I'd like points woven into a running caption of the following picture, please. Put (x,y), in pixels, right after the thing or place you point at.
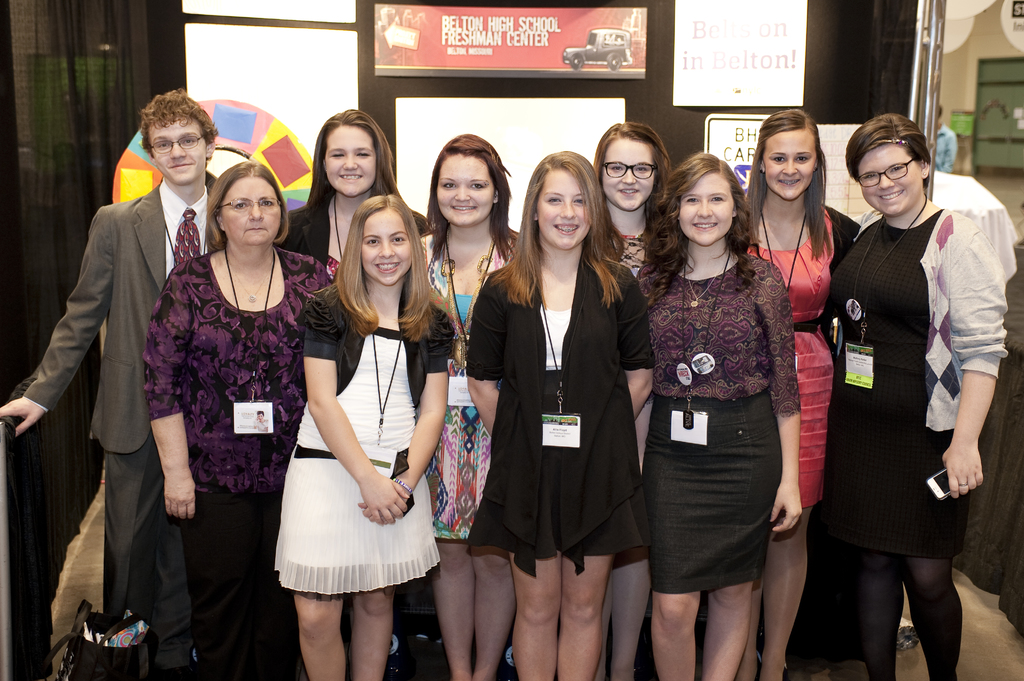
In this image, we can see a group of people (415,304) wearing clothes (283,357) and standing in front of the wall (656,107). There is a bag (89,608) in the bottom left of the image (98,644).
